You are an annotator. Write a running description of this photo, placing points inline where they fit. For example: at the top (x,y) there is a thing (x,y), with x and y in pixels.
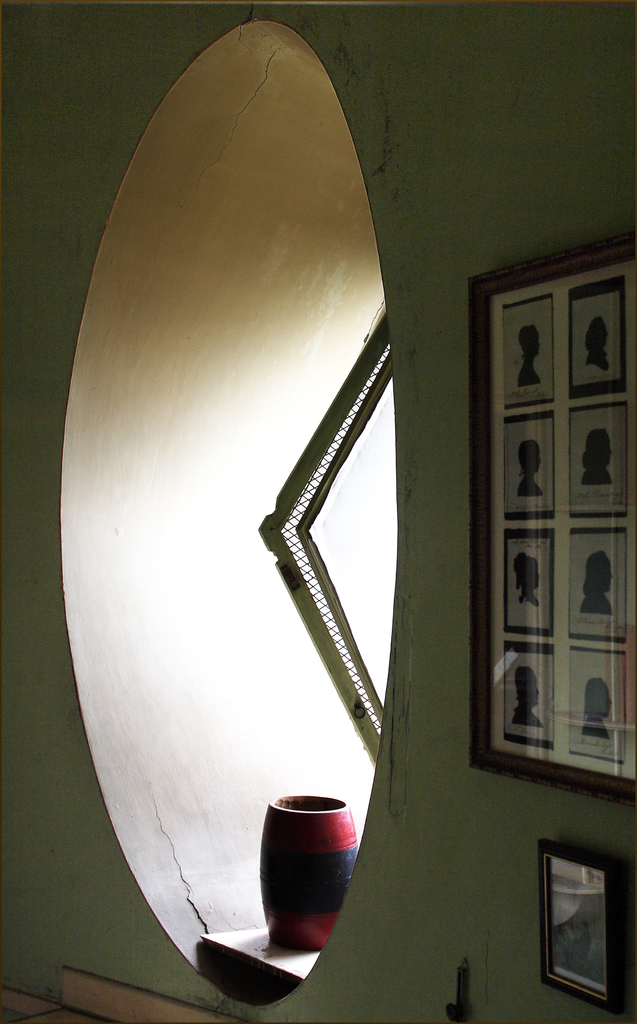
In this picture we can see a board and a window (288,523) on the wall (477,892), here we can see some objects (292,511).
